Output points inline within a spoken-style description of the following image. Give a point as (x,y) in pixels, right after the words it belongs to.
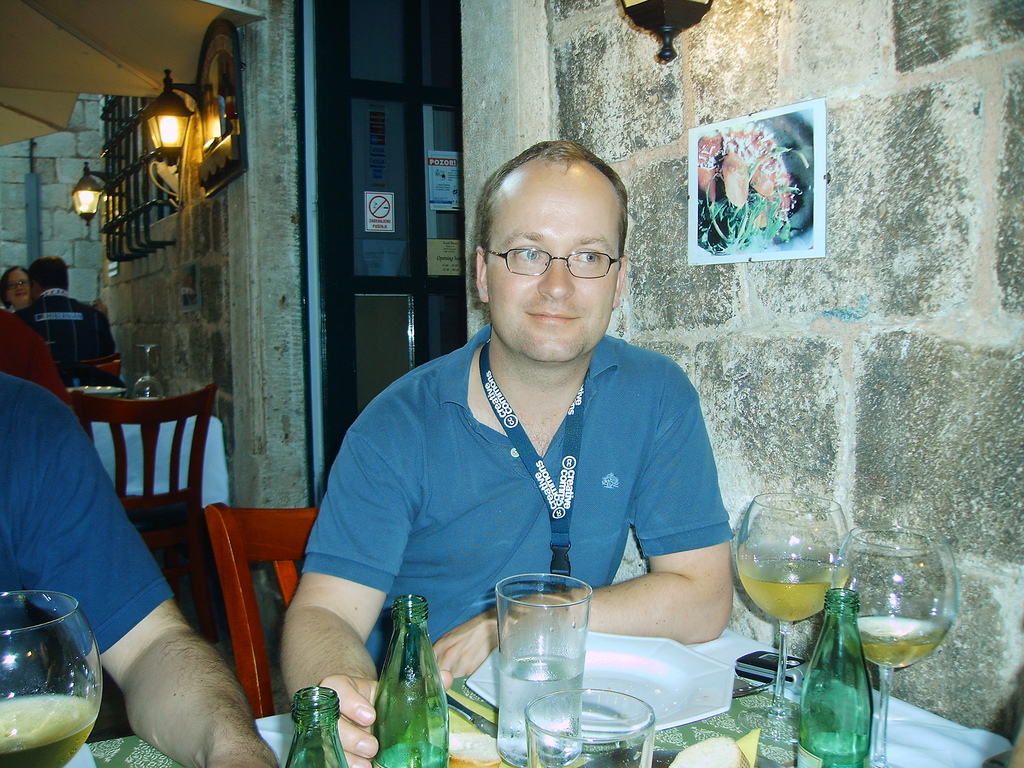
In this image I can see two people (339,496) are sitting on the chairs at the bottom (10,656) we can see some bottles (825,688), glasses (531,611), and a plate (649,696), on the table (743,641) and at the top (176,97) we can see some light (80,208) and on the right side (962,158) we can see the wall (958,449).
